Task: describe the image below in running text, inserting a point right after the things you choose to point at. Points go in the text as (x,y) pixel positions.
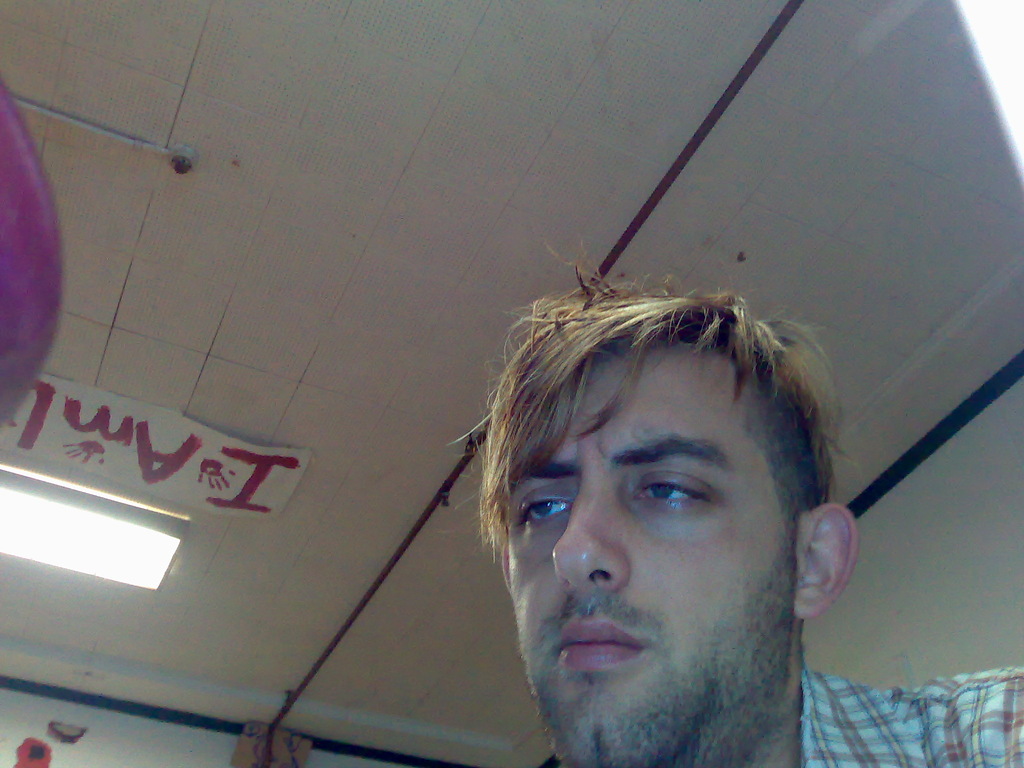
In this image I can see the person (782,531) and the person (792,665) is wearing white and brown color shirt (840,684). In the background (69,359) I can see the light (7,469) and the wall (135,741) is in white color.
